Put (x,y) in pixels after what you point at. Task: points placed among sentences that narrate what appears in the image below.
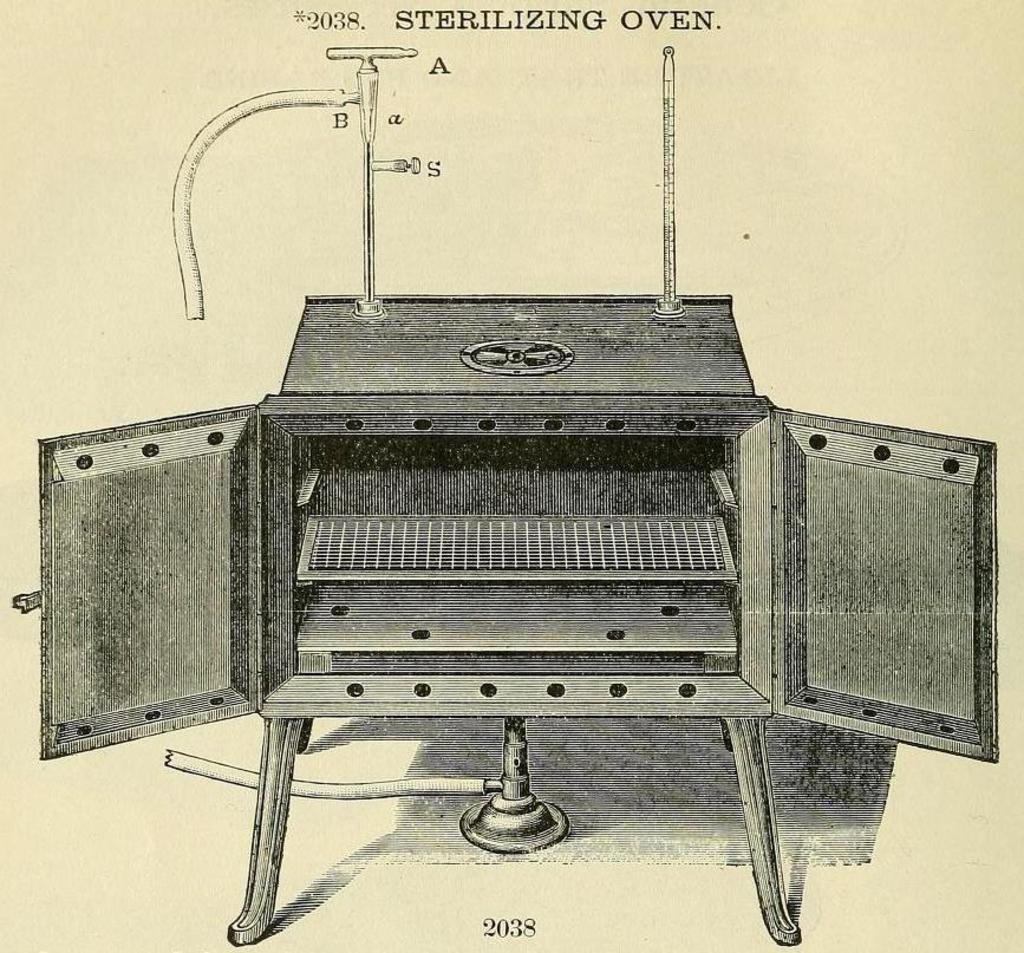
In this image there is a depiction of a sterilizing oven (491,480). At the top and bottom of the image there is some text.
